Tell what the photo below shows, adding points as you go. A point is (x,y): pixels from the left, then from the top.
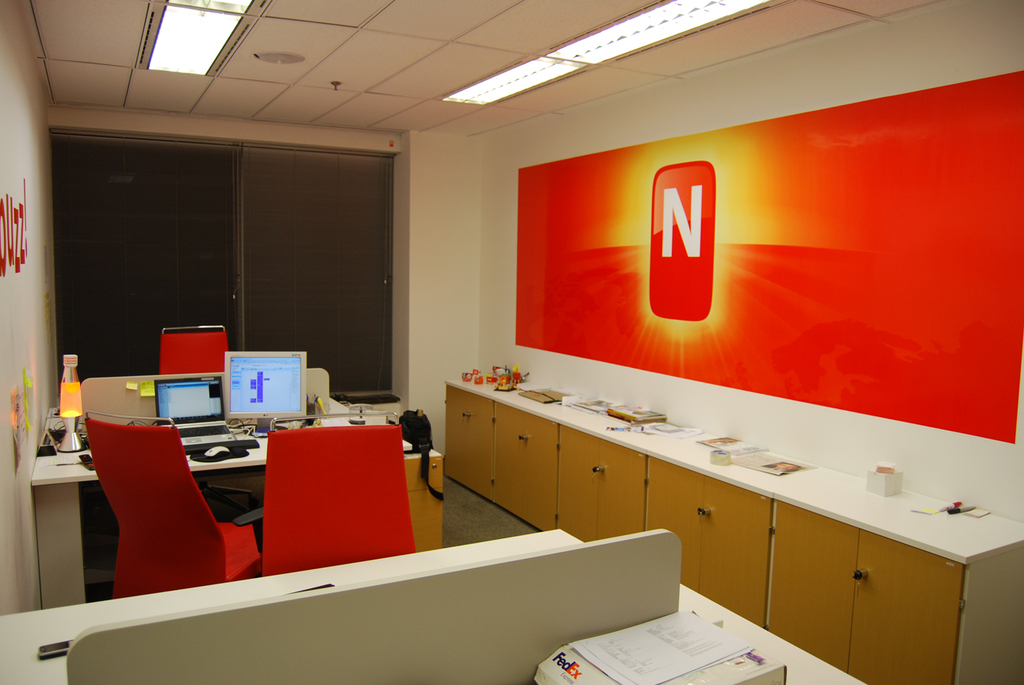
This is the image of a inner view of a room (427,508) where we can see some tables (237,611) and chairs (315,505) and on the table (195,462) we can see some objects (251,443) like laptop (195,435), monitor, mouse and some other objects (69,452). On the right side (812,633), we can see a cupboard (569,486) and there are some objects (496,376) on it and we can see a wall (880,58) with a poster (694,174) and there is a window (89,304).
